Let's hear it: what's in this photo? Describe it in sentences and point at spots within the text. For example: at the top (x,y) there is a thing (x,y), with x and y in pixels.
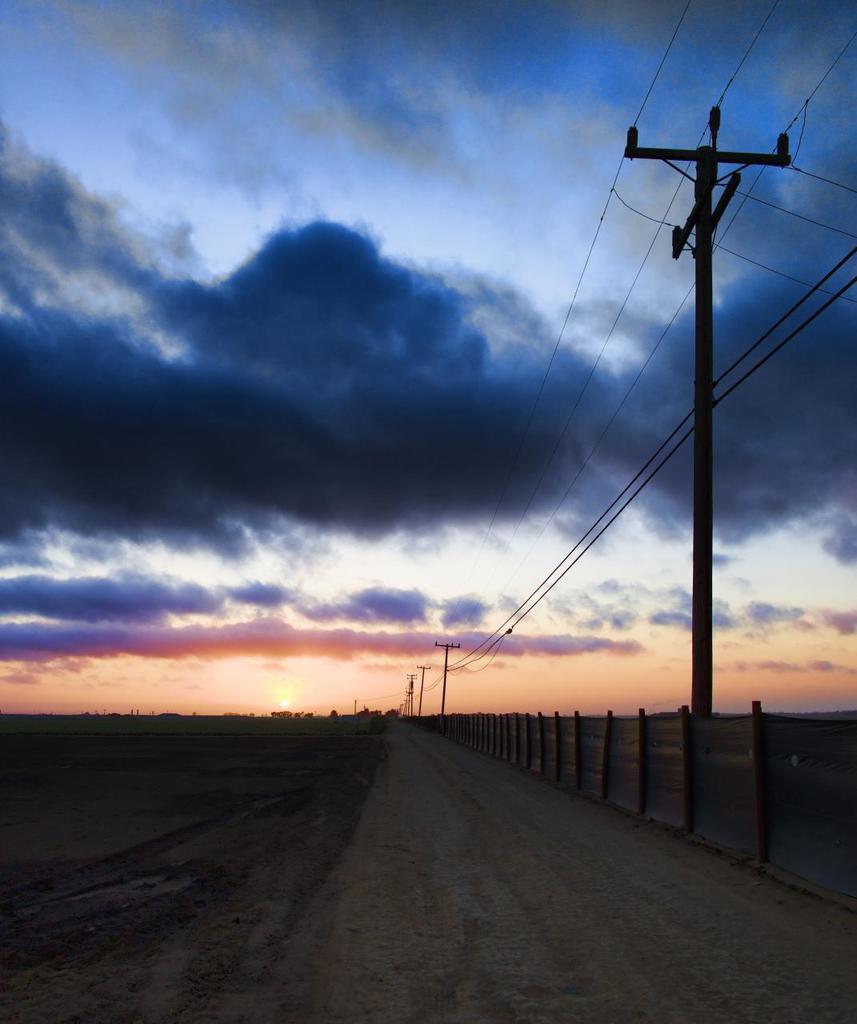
This picture is clicked outside. In the foreground (370,853) we can see the ground (389,857). On the right (759,789) we can see the fence (651,745), poles (443,707), cables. In the background (494,624) we can see the sky (473,685) with the clouds (452,492) and we can see some other objects (367,718) in the background (281,716).
